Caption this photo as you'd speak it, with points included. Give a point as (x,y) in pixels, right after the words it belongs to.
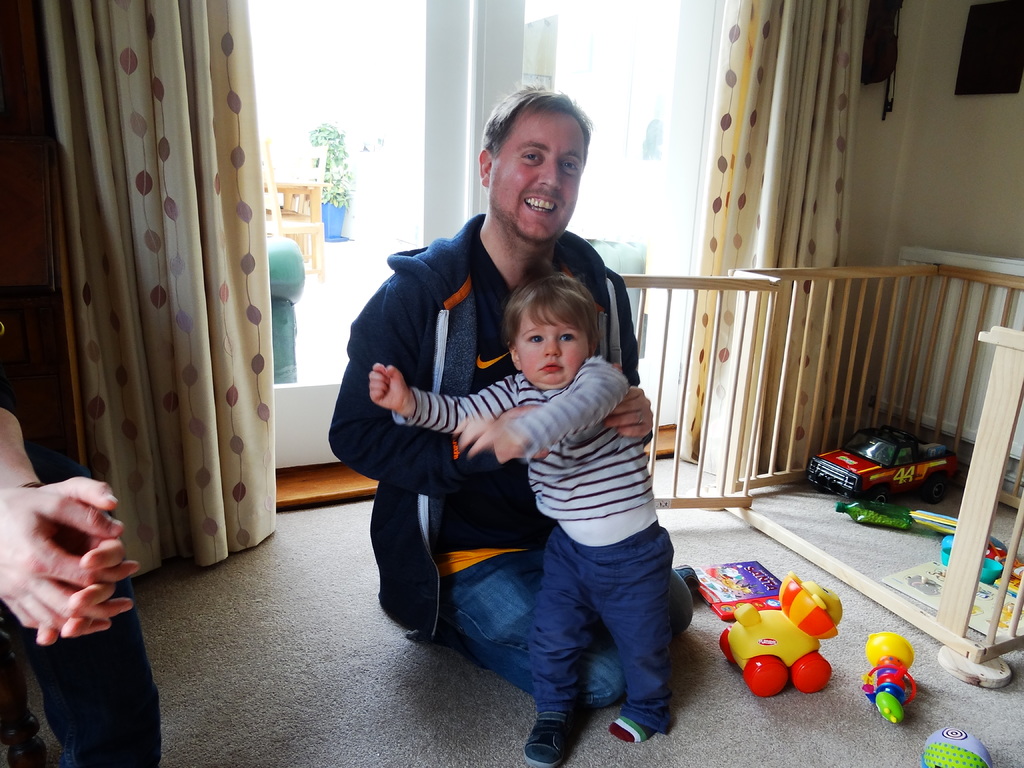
In this image there is a man (431,290) holding a baby (524,394). At the bottom (798,662) there are toys (783,642) on the floor (715,635). On the right side (868,373) there is a wooden cage (783,373) in which there are toys (898,433). In the background (320,103) there is a door (439,50). Beside the door (463,39) there are curtains (141,100). On the left side (66,491) there is a person (51,573) who is holding his hand (41,561). Through the door (374,169) we can see that there is a pot (326,223).
